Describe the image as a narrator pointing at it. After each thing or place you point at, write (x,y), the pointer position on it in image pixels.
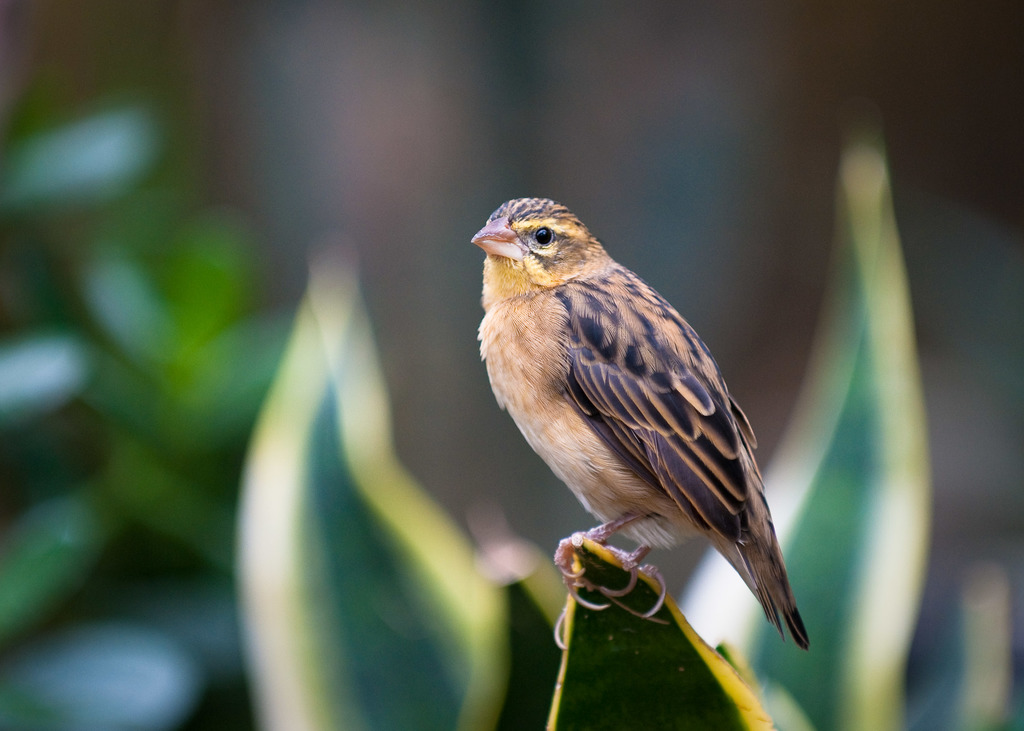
In this picture we can see a bird (775,586) on a leaf (596,560) and in the background (174,430) it is blurry.
